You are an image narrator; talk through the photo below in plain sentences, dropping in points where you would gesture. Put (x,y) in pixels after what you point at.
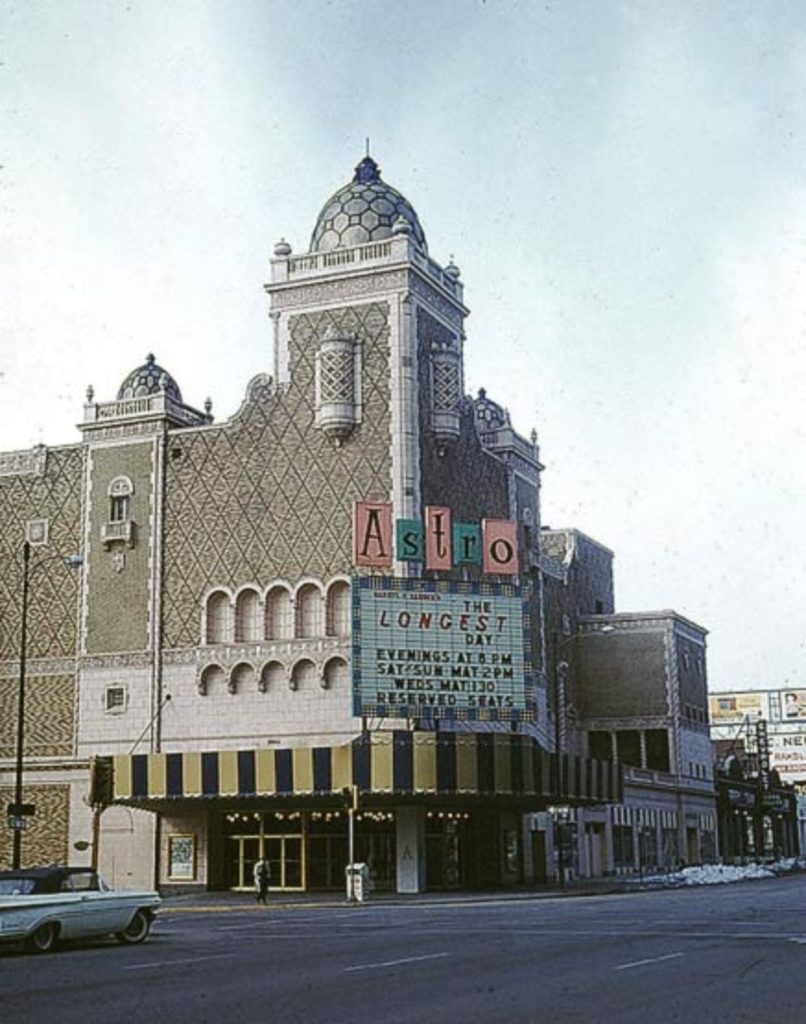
On the left side of the image (108,925) we can see one car (71,930) on the road (10,974). In the background (473,133), we can see the sky (444,62), clouds (510,154), buildings (22,454), banners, poles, fences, one person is standing and wearing dark clothes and a few other objects (478,738).
